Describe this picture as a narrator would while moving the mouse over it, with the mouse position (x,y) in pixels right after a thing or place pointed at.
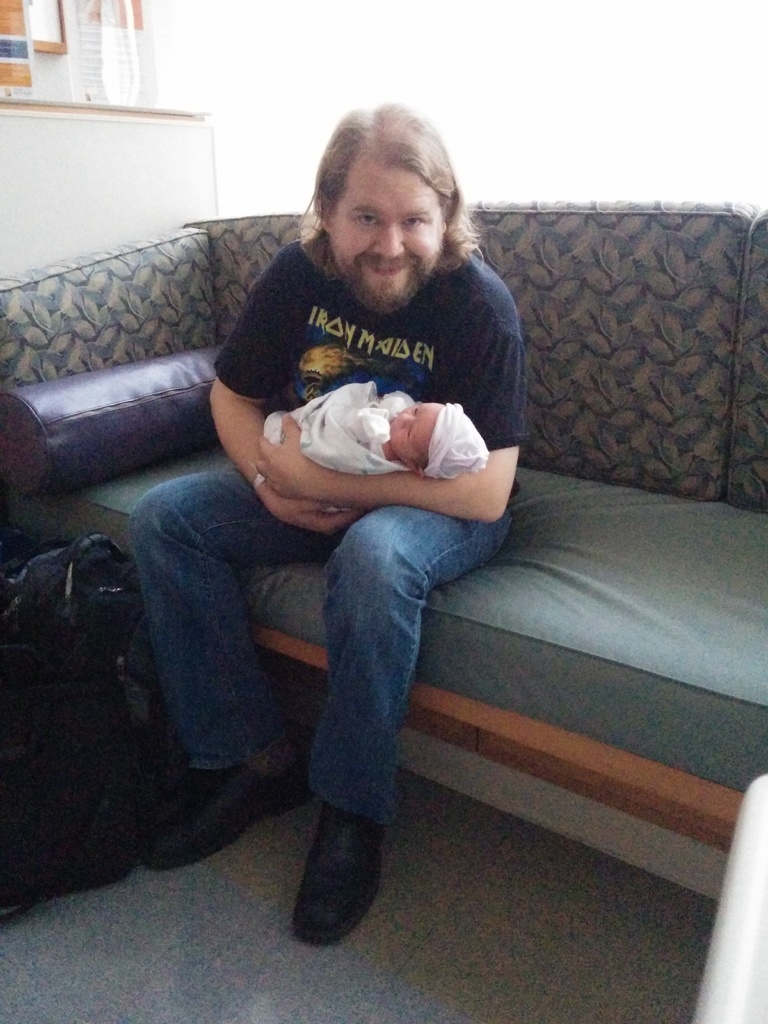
In this image I can see a man (506,443) is sitting on a sofa (545,496) and holding a baby (464,452). I can also see a smile (393,276) on his face (380,280). Here I can see a bag (91,710).
